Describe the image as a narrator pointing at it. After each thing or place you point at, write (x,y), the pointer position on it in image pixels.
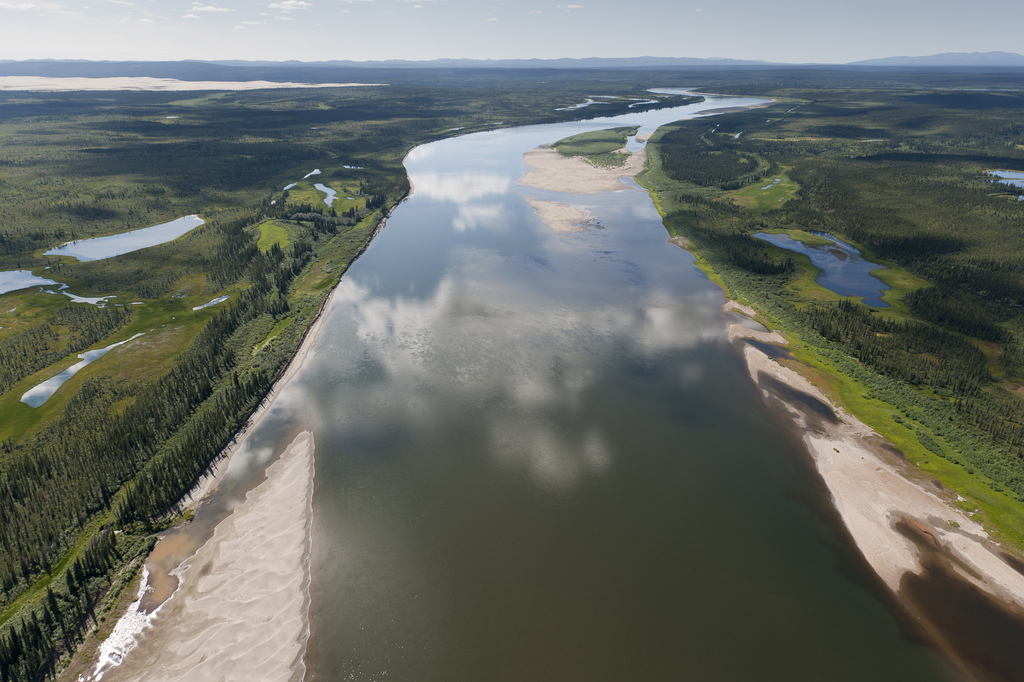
In this image there is a river (529,319) in the middle (537,265). There are plants (166,376) and grass (273,233) on either side of the river (544,371). At the top (387,44) there is sky (378,35).
